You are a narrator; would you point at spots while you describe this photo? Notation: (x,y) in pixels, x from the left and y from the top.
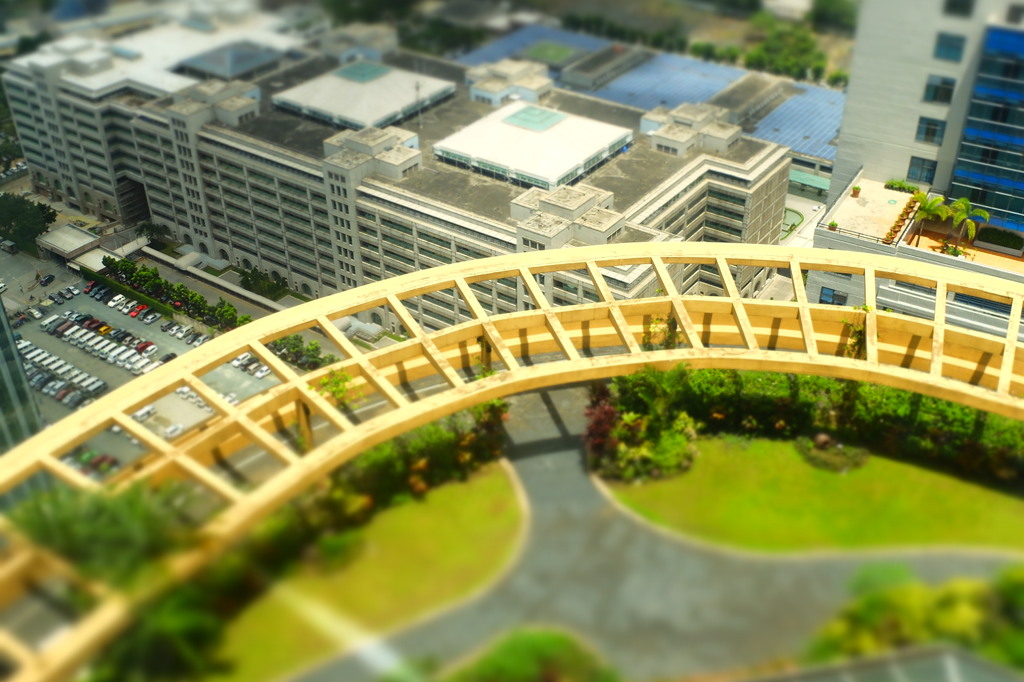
This is the aerial view of the picture. At the bottom (655,503), we see the grass (652,491), shrubs (535,660), plants (512,640), trees (312,527) and the road (684,585). In the middle (442,371), we see a bridge (356,358). On the left side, we see the cars (83,388) parked on the road (159,431). Beside that, we see the trees (17,214). There are trees (5,210) and the buildings (680,150) in the background (382,102). This picture is blurred in the background (618,127).
